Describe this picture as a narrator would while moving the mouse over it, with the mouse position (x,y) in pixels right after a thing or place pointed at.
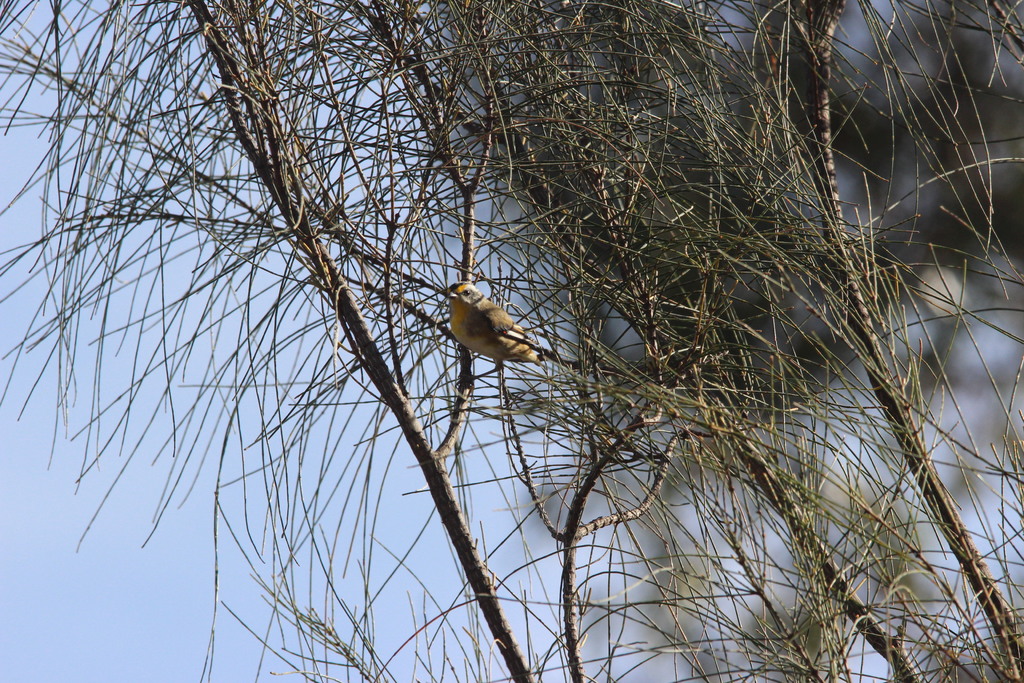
In this picture we can observe a bird (483,317) on the branch (473,222) of a small tree (433,423). The bird (494,328) is in brown color. In the background (86,580) we can observe a sky (86,597).
